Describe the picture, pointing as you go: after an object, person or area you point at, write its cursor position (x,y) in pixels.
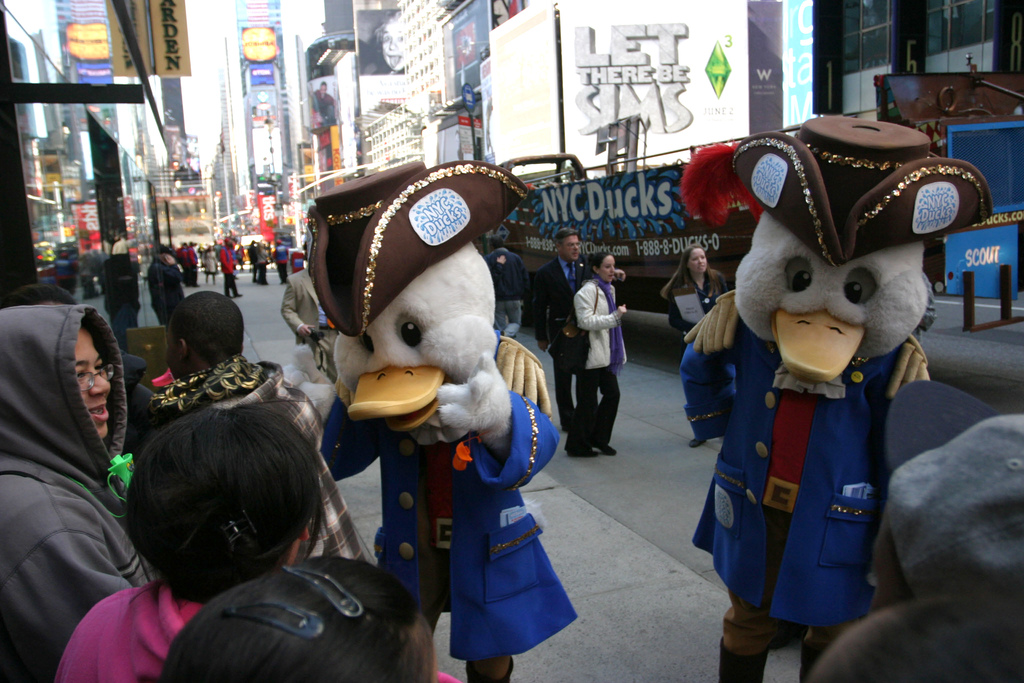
In the image there are few people (226,466) and in front of them there are two other people (784,475) wearing some cartoon costumes (552,439) and behind them there are many buildings (120,116), around the road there are many stores (264,145) and shopping malls (164,178).
